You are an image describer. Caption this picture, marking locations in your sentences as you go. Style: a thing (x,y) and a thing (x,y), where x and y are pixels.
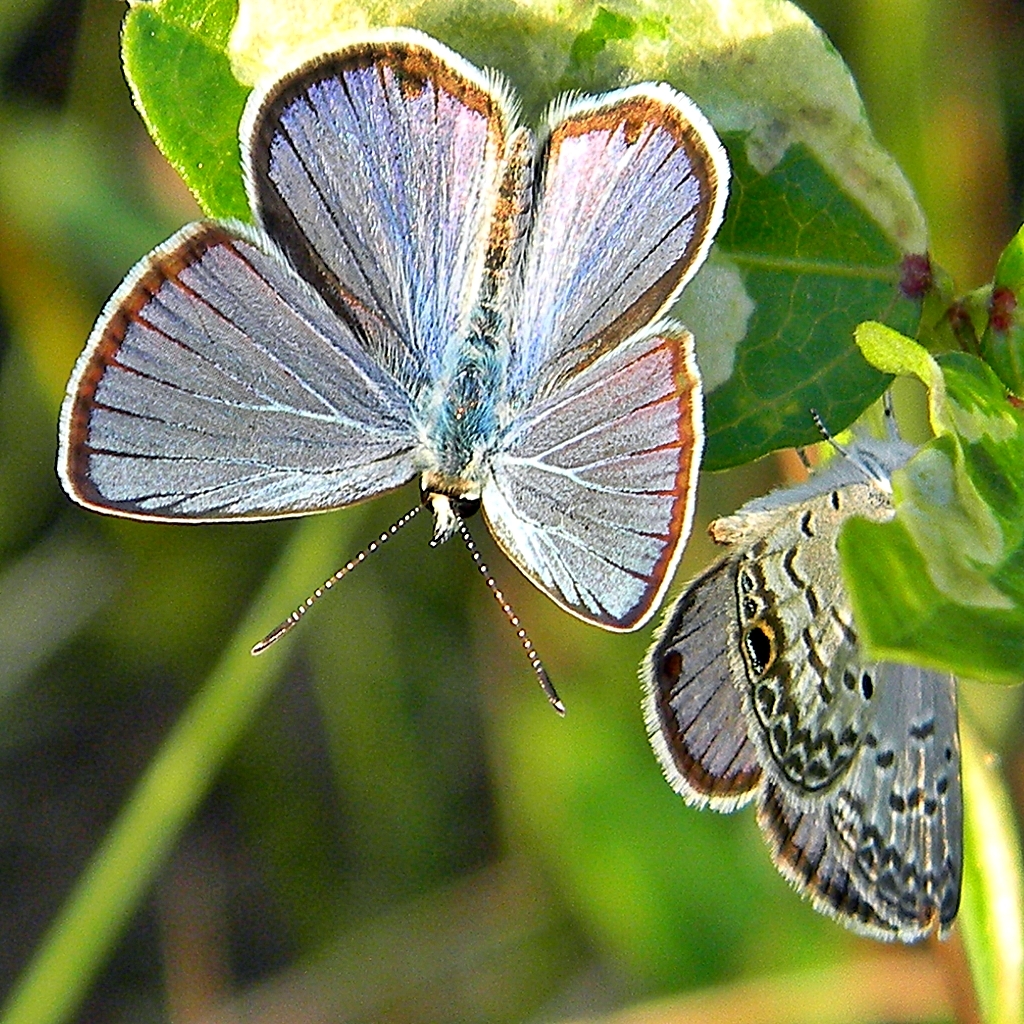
In this image I can see few butterflies (609,428). They are in white and brown color. Butterfly (599,334) are on the leaves (805,331). Background (559,842) is in green color.
